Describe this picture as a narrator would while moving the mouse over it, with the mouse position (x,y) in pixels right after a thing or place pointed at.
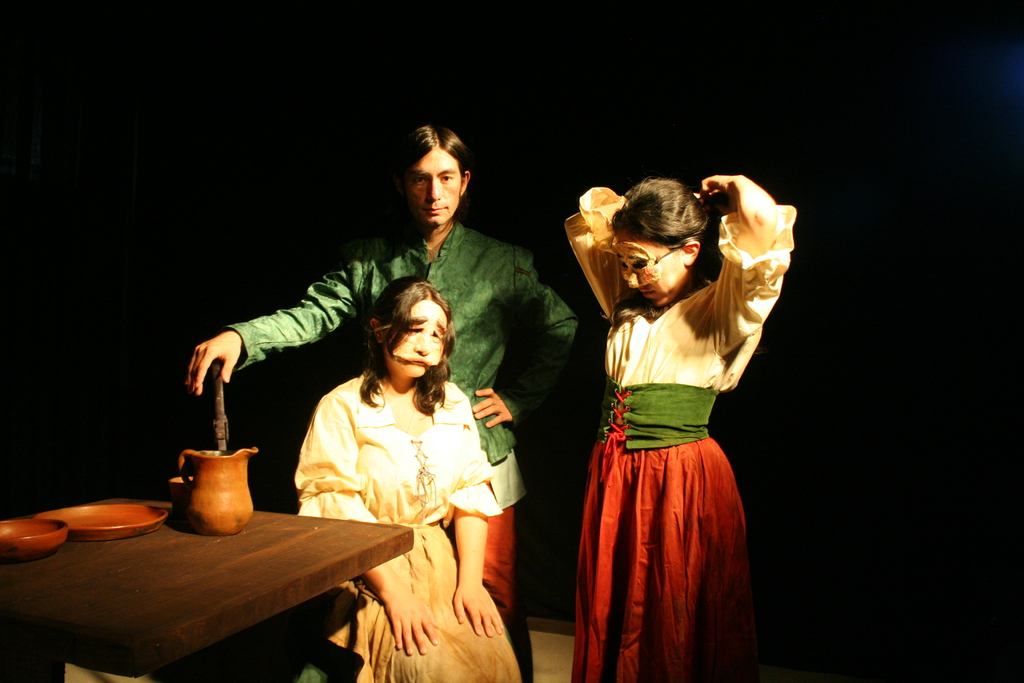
In this image i can see a woman (397,502) sitting on chair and 2 person (549,342) standing behind her. I can see a table (176,569) on which i can see a jar (203,509) and 2 plates (98,524).
